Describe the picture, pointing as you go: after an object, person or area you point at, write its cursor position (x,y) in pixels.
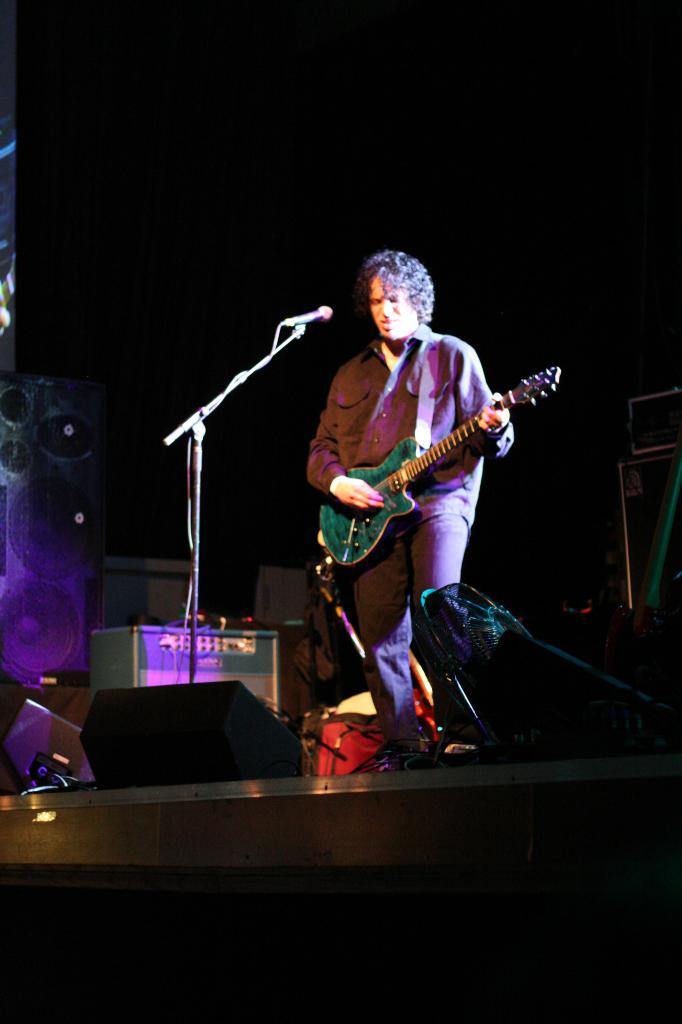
This image is taken in a concert. At the bottom of the image (310,853) there is a dais (296,860). In this image the background (553,454) is dark. In the middle of the image (453,379) a man (408,337) is standing on the dais (295,787) and playing music with a guitar (479,417) and there is a mic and there are a few lights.
